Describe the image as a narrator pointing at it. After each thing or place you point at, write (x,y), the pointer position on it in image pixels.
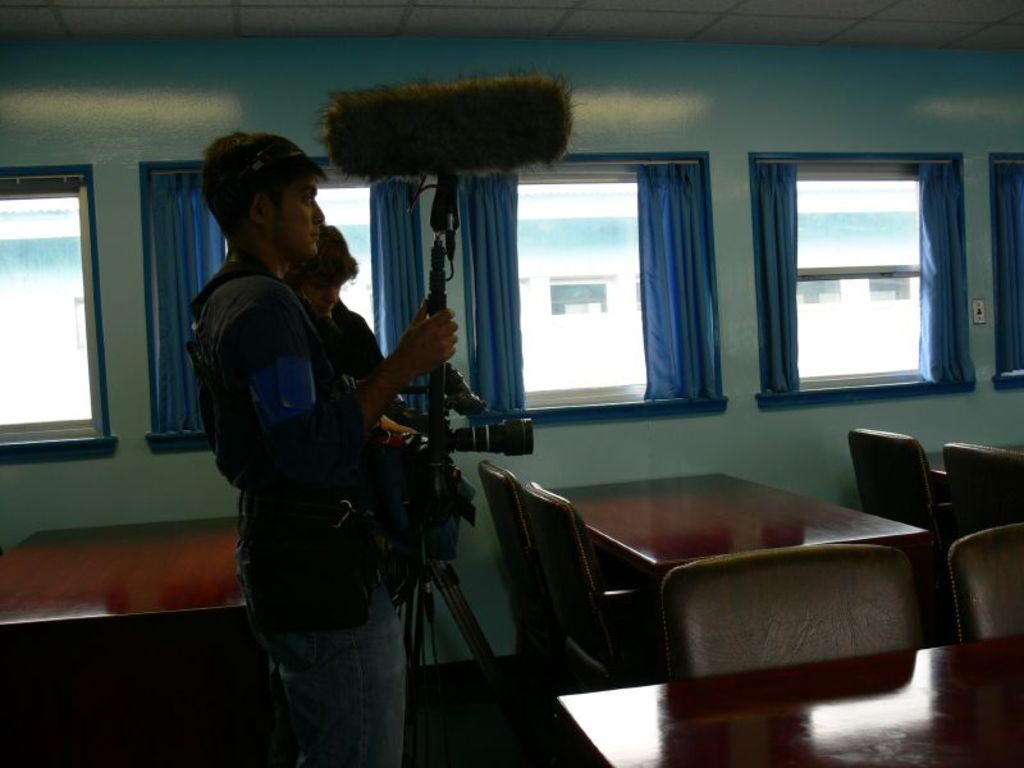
This picture is taken inside a room (924,84). There are many tables (759,514) and chairs (763,566) in the room (914,94). There are two people (365,424) in the room (421,461) with a camera (422,433) and there is also a tripod stand (450,570). There are windows (623,338) to the wall (481,564) and curtains (671,294) are put on them. The man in the front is holding something in his hand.
